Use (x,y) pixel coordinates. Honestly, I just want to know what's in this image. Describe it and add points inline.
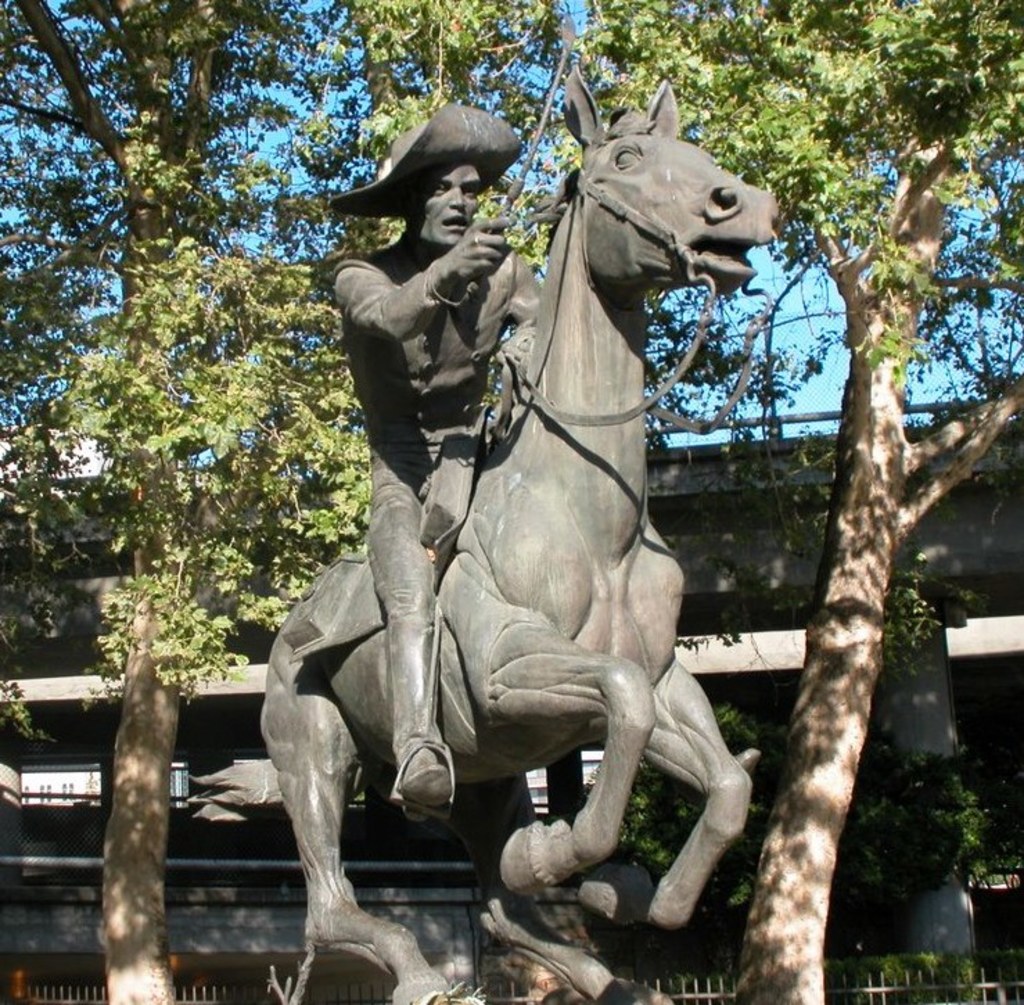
In this image, we can see a statue (446,550). Background (128,975) there are few trees (821,774), plants (754,717), building (194,951), walls (964,550), mesh (48,844), pillars (920,696) and sky (241,245). At the bottom of the image (720,978), there is a fencing (373,997).
